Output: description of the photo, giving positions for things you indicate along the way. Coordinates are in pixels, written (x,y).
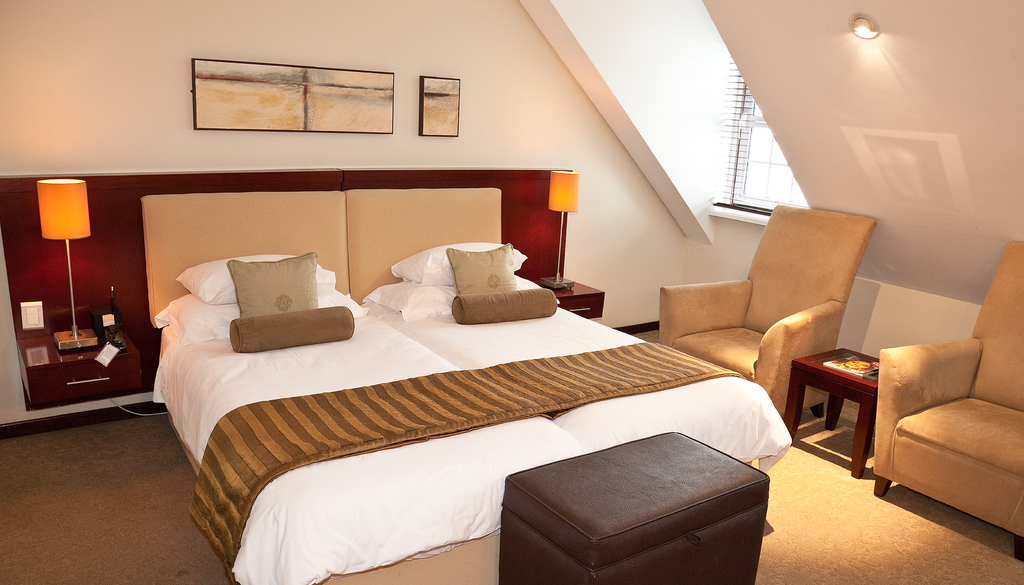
In this image In the middle (364,358) there is a bed (428,498), pillows (439,304) and bed sheet (459,421). On the right (869,359) there are two chairs (748,319), table (830,374) and light (858,35). In background (260,166) there is a wall (113,101), photo frame (255,123) and light (76,215).
